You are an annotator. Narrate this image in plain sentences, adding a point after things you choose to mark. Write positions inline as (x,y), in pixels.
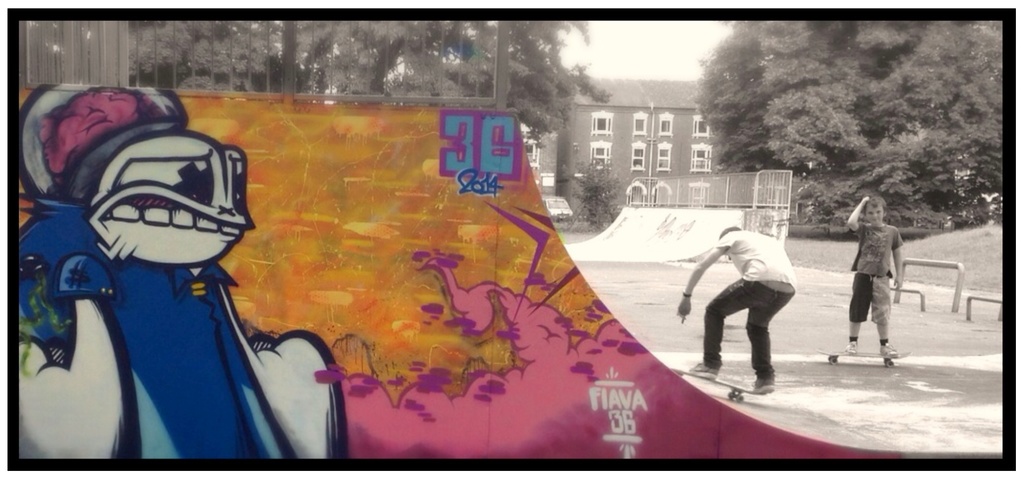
In this image I can see two person (883,280) standing on the skateboard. In front (672,442) I can see ramp board (542,241) and a cartoon picture (248,239) is on it. It is in different color. Back Side I can see building (684,135), windows (666,157), trees (880,101) and fencing (751,187). The image is in black and white.
